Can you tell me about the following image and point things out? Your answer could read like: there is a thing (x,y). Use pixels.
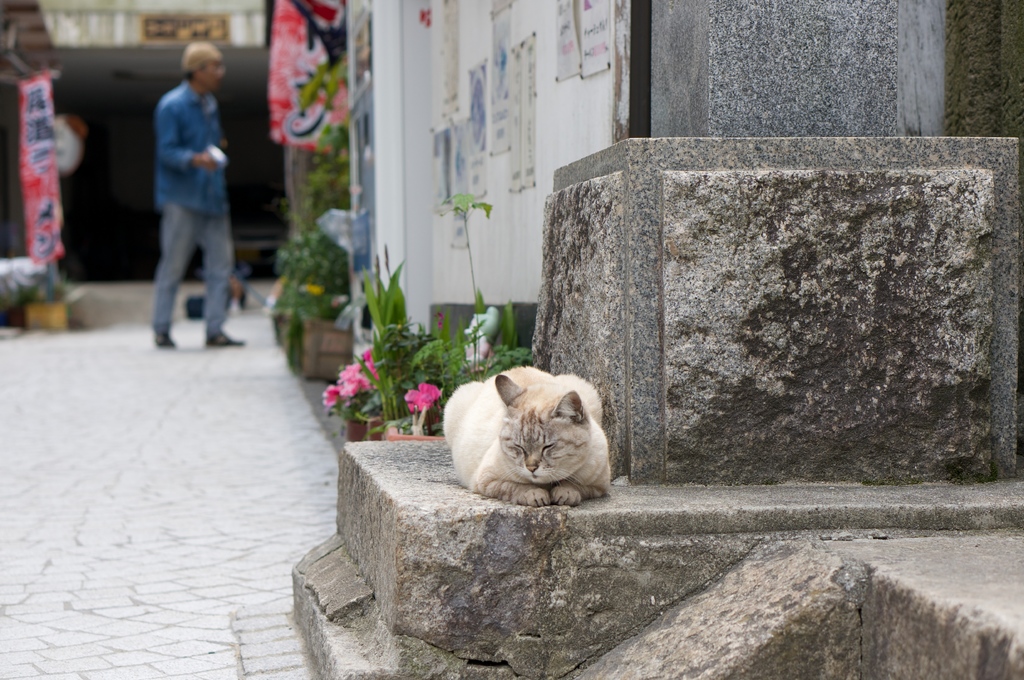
In the foreground of the image (558,427) we can see a cat (572,430) laying on the floor (463,500). In the background (199,157), we can see a person (182,178) standing on the path (206,354), group of plants (413,376), buildings (426,85), and some banners (35,199).
